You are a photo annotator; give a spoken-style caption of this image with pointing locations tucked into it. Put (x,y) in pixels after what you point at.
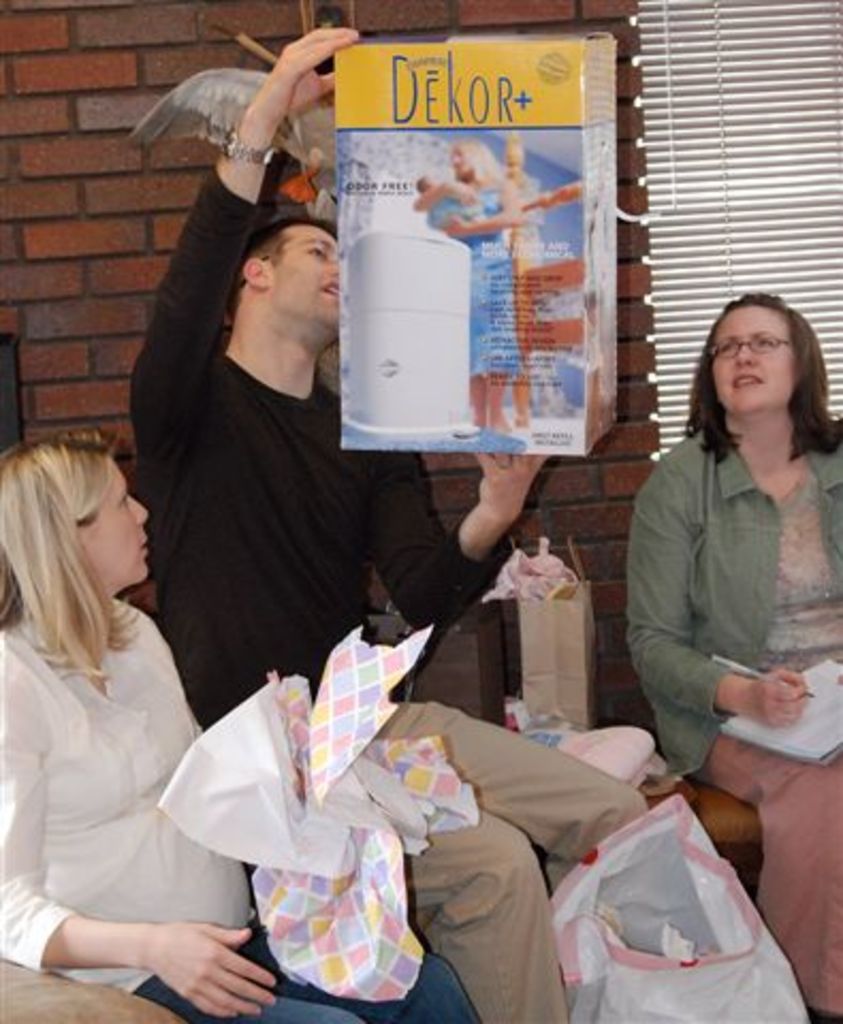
In this image I can see on the left side (133,673) there is a woman (5,895) sitting on the sofa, in the middle (302,466) there is a man (242,613) holding the box (597,289) with his hands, he is wearing, t-shirt (367,565), trouser (479,855). On the right side (724,712) there is a woman (758,438) holding the pen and a book (823,688). In the background (98,96) there is the brick wall (111,307).
